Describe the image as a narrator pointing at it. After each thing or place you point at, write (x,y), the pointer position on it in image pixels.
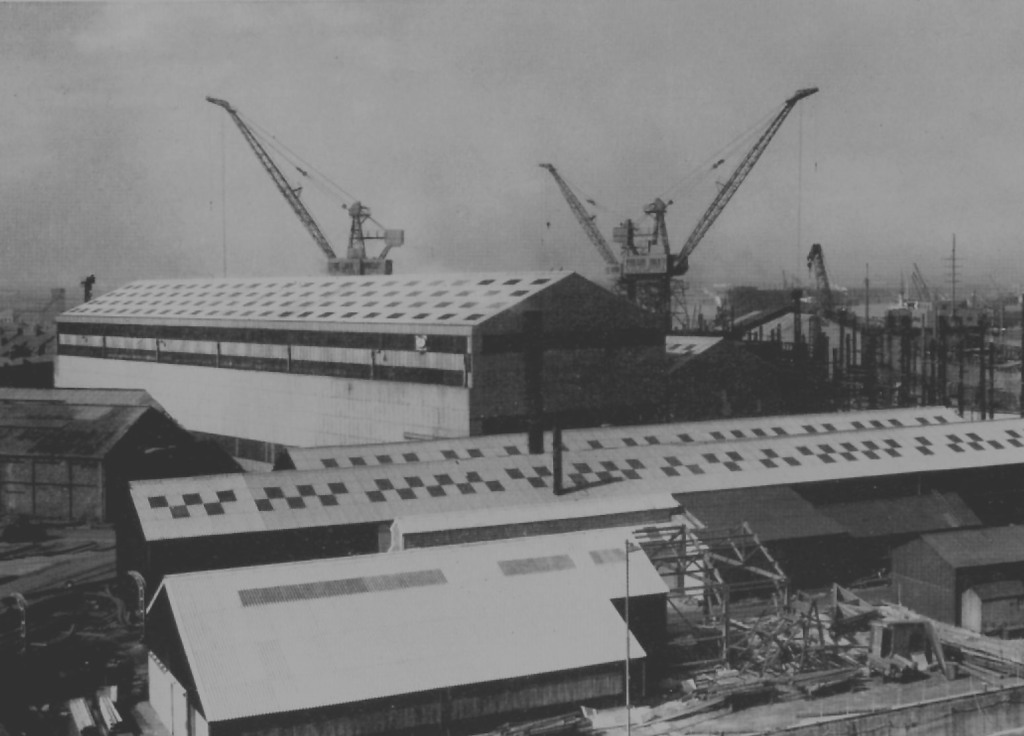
In this picture there are docks (372,421) in the center of the image (369,286) and there are towers (343,270) in the image.
